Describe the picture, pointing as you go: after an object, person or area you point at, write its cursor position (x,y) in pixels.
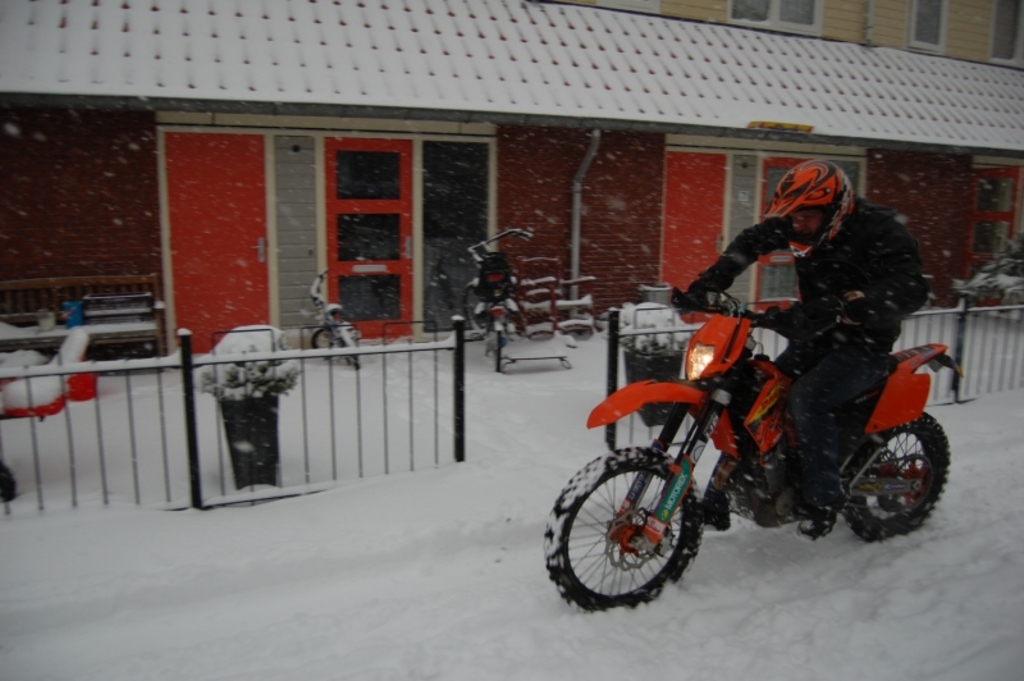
This picture is clicked outside. On the right (871,244) we can see a person (817,265) wearing helmet (844,199) and seems to be riding a bike (669,524) and we can see there is a lot of snow (387,495) and we can see the metal rods (457,399), vehicles (349,338) and bench (133,326) and some other objects (140,304). In the background (658,80) can see the building (612,109) and we can see the doors (239,224) and windows (799,26) of the building (967,242).
